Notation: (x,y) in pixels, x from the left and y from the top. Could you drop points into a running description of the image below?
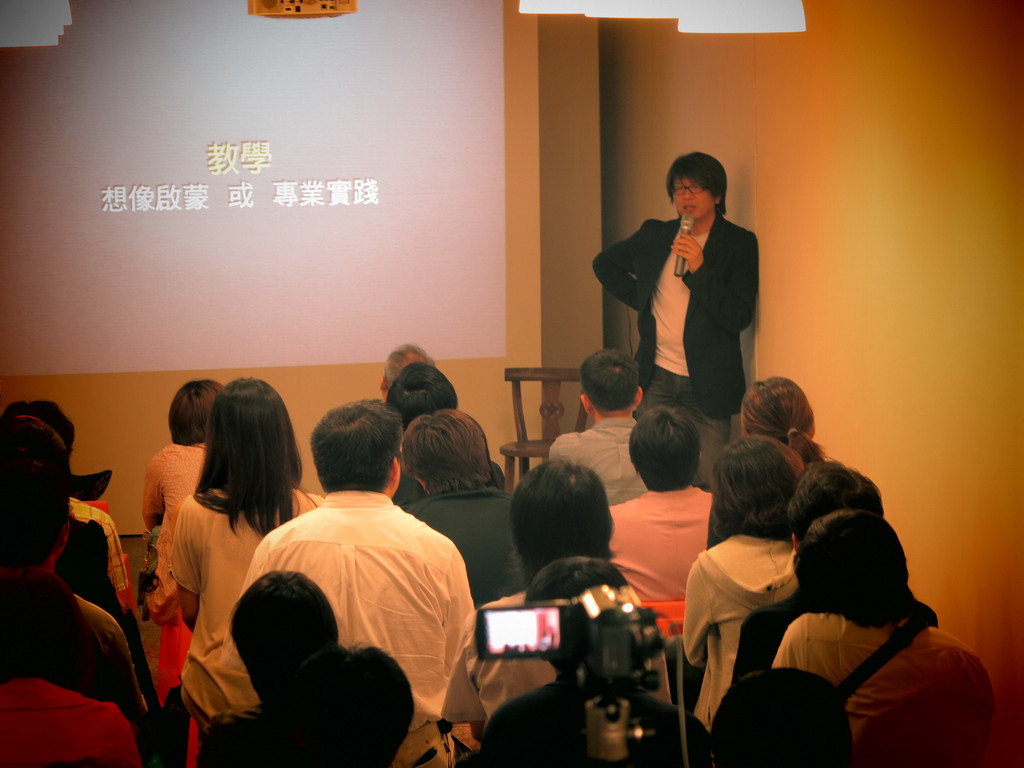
There are group of people (489,664) sitting. Here is a person (720,356) standing and holding a mike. This is a chair (551,415). I think this is a video recorder (589,641). This is a screen (193,243). At the top of the image (750,20), these are the lamps (692,20).
